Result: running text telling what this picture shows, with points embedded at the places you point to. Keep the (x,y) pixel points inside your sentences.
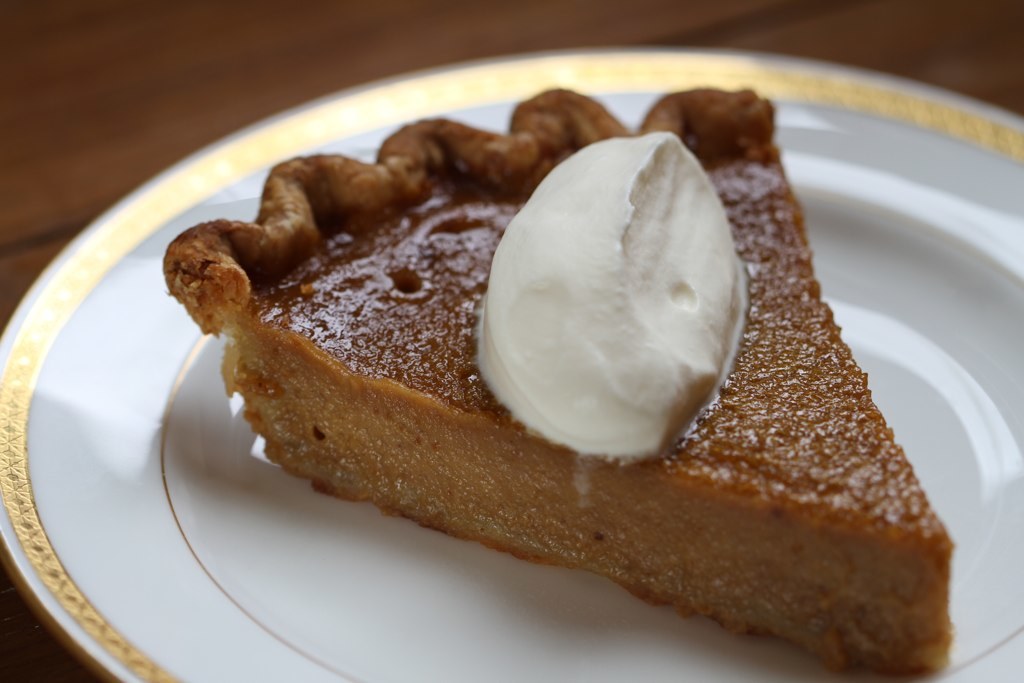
In this picture, we see a white plate (262,523) containing a pumpkin pie (376,238). This plate (252,474) might be placed on a table (42,648). In the background (201,73), it is brown in color. This picture is blurred in the background (138,151).
